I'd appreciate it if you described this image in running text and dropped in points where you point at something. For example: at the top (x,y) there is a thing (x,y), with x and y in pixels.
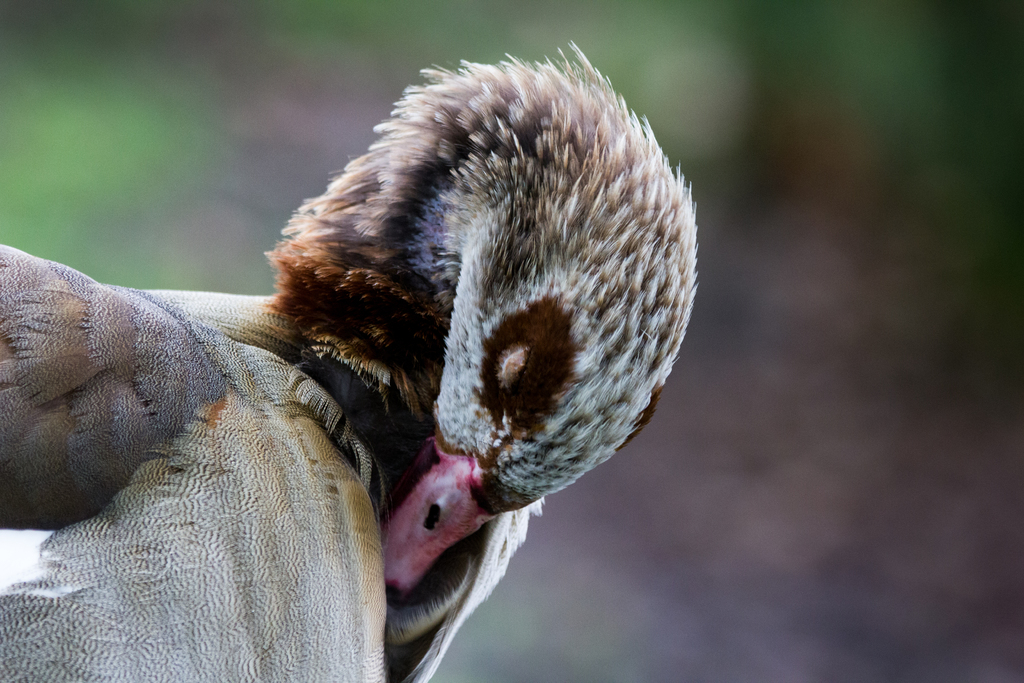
In the image we can see a bird (363,435) and the background (723,597) is blurred.
